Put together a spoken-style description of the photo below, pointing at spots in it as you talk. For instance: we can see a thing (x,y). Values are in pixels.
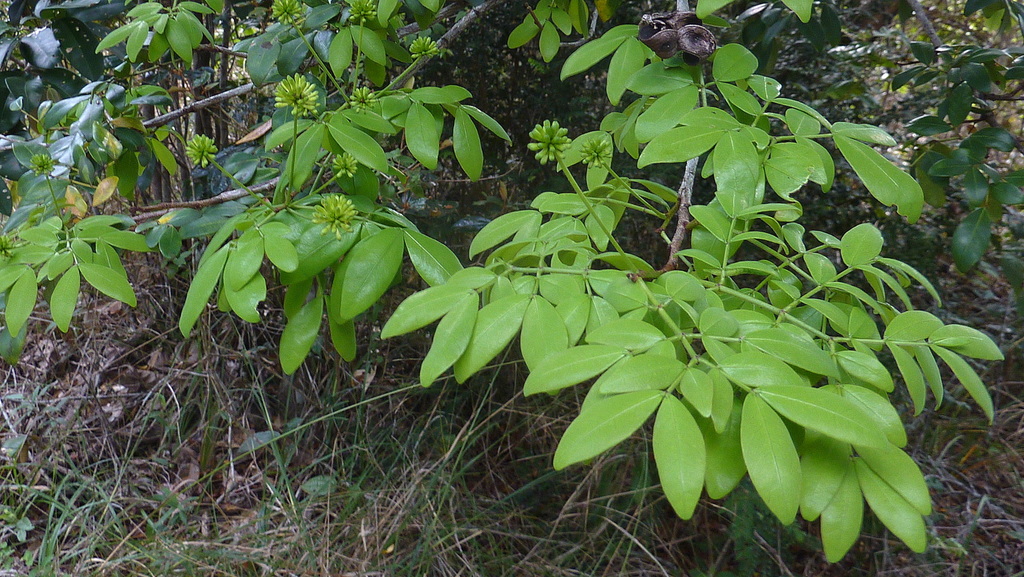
This picture seems to be clicked outside. In the center (375,228) we can see the plants (312,117), green leaves (729,163) and some objects (330,205) seems to be the flowers (342,202) and we can see the grass (155,461) and some other objects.
